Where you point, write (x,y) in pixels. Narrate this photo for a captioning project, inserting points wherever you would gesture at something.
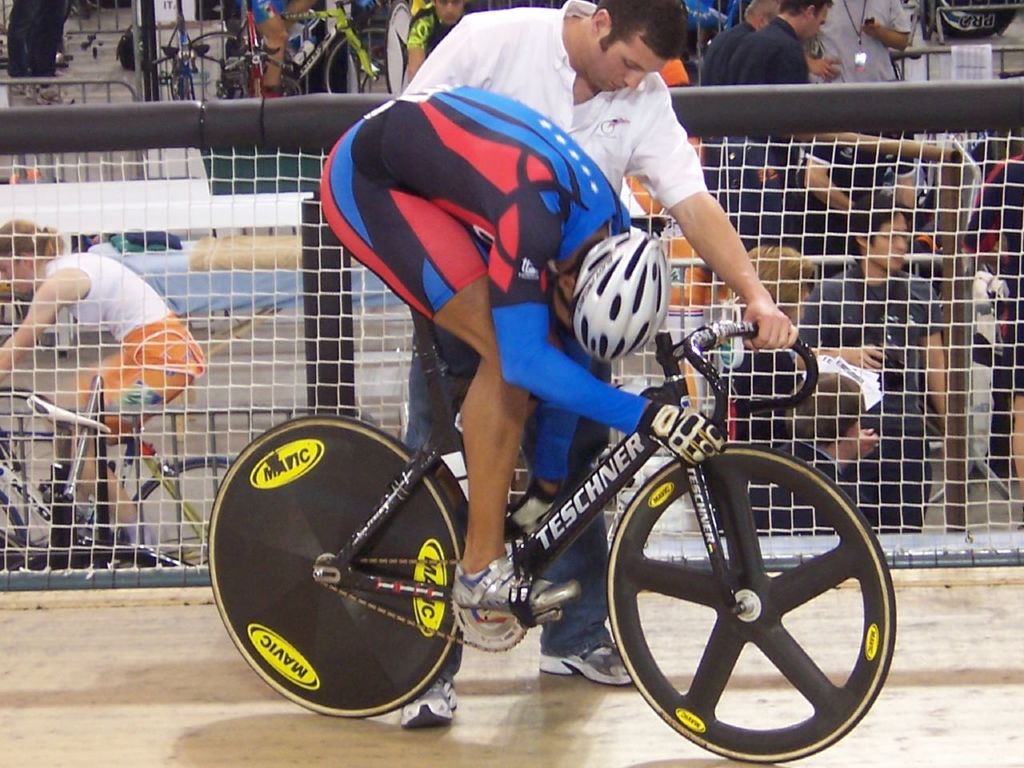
In this image, we can see persons (417,19) wearing clothes (523,42). There is a person (525,248) in the middle of the image (520,412) riding a bicycle (428,533). There is an another person (549,48) beside the fencing (336,368) holding a cycle handle (709,346) with his hand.
